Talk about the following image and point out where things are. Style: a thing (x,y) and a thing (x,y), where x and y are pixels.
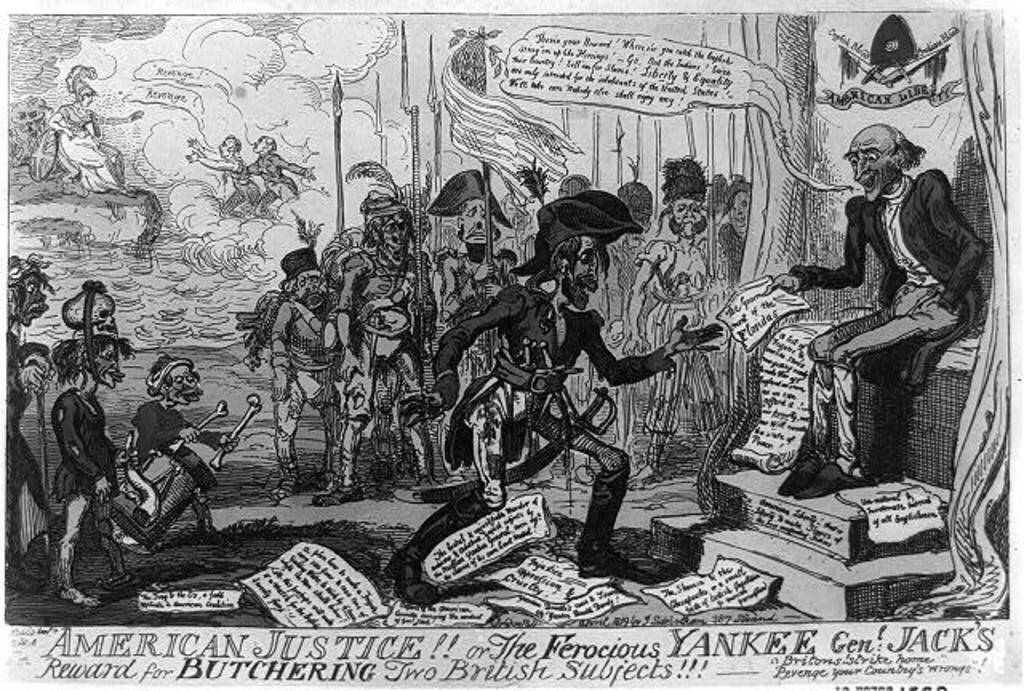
In this image I can see a poster (331,338). We can see people (699,386) and objects (557,577). Something is written on the poster (543,579).
